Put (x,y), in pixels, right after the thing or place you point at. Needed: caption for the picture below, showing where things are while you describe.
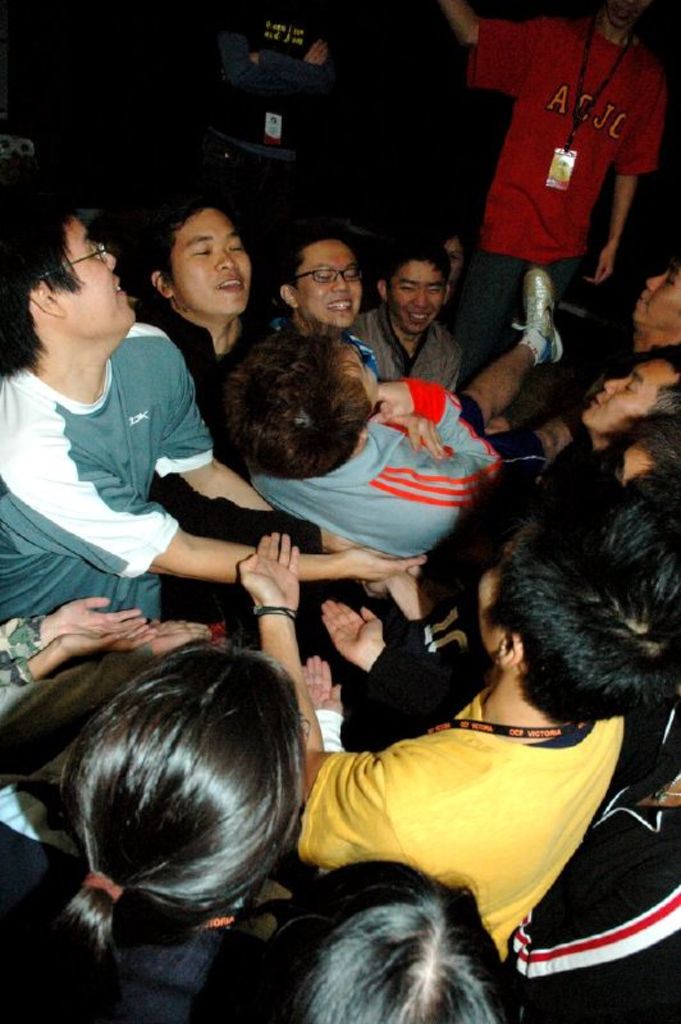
In this picture we can observe some people (326,664). There are men (318,343) and women (133,707) in this picture. Some of them are wearing spectacles (346,276). On the right side (573,208) there is a person (516,197) wearing red color T shirt (542,137) and a tag (567,168) in his neck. The background (75,65) is completely dark.
